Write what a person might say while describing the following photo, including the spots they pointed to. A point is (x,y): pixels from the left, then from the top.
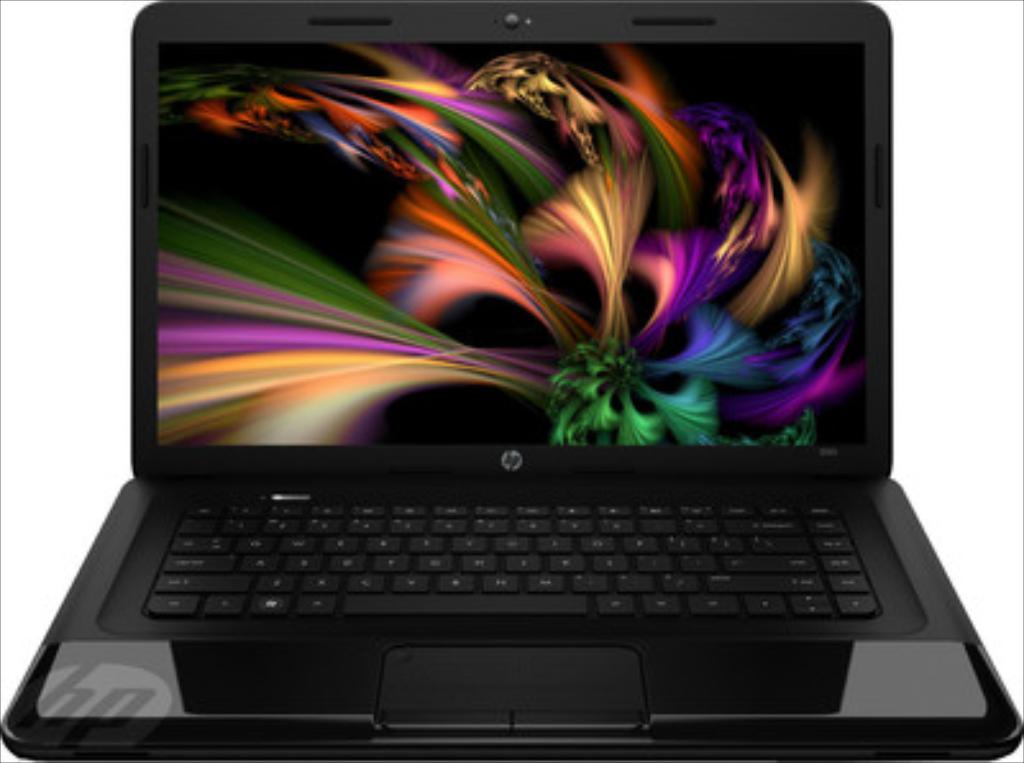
In the center of the image (518,404) we can see a laptop (458,371).
